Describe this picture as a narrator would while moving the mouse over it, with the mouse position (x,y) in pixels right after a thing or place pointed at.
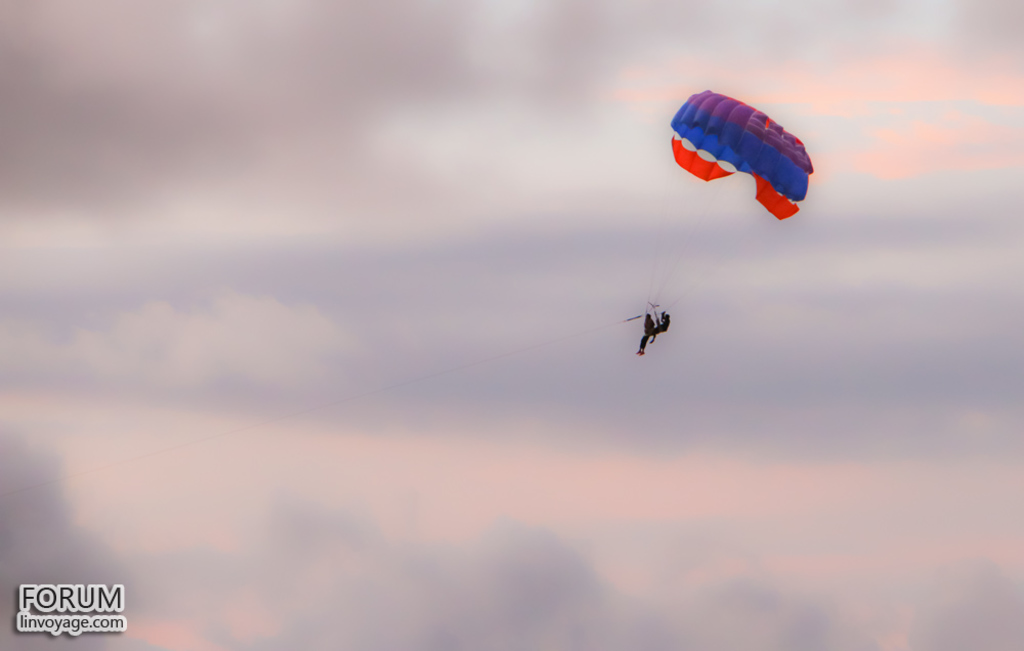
In this image, we can see a person (656,329) gliding under the parachute (764,145) in the air (676,245). Background (660,246) we can see the cloudy sky (405,252). On the left side (71,624) bottom corner, we can see the watermarks (62,611) in the image.
